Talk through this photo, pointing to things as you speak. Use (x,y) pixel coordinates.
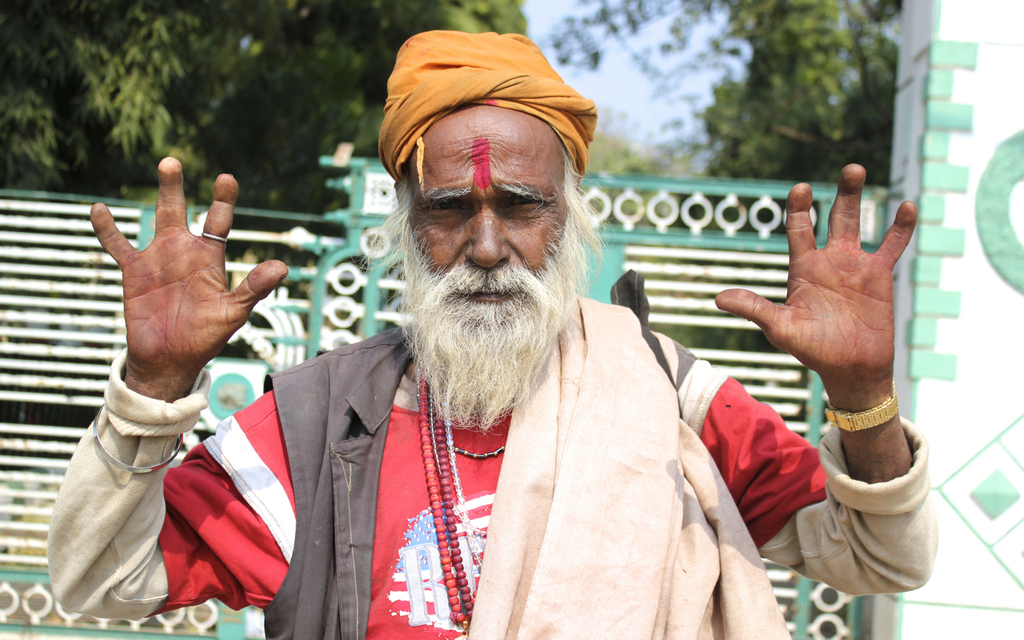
In the picture we can see a old man (735,497) with a white beard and showing his two hands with eight fingers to it and behind him we can see a gate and behind it we can see some trees (158,45) and sky (618,88).
